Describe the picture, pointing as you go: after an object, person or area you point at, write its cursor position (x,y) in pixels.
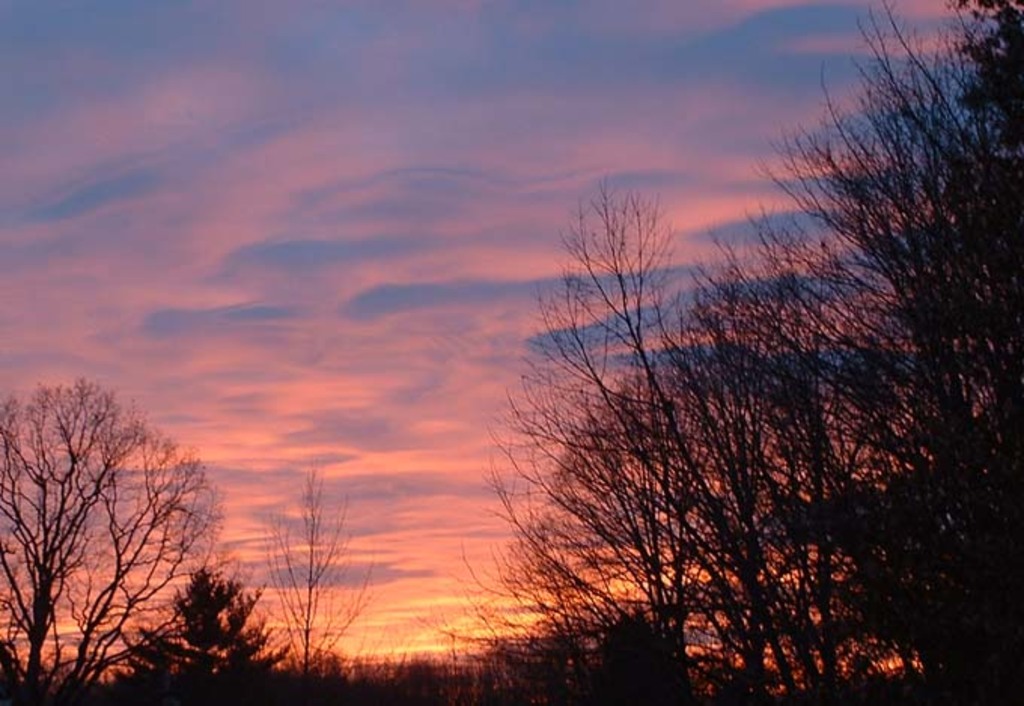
In this picture there is a sunset scene. In the front (612,212) there are dry trees (654,377). Behind we can see the sky (271,440) with red color clouds (340,520).
